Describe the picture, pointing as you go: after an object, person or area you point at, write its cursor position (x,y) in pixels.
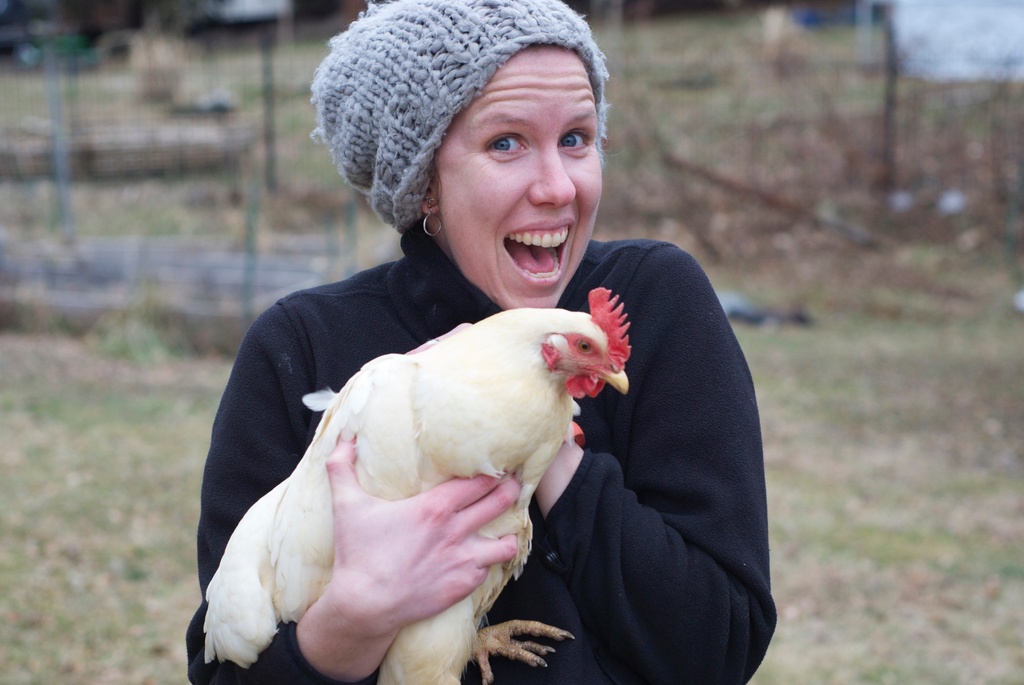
This image consists of a woman (333,555) wearing a black jacket (486,310). And she is holding a hen (323,514). At the bottom (855,578), there is green grass (983,616). In the background (350,214), there is a fencing (350,214). And the background (71,278) is blurred.
